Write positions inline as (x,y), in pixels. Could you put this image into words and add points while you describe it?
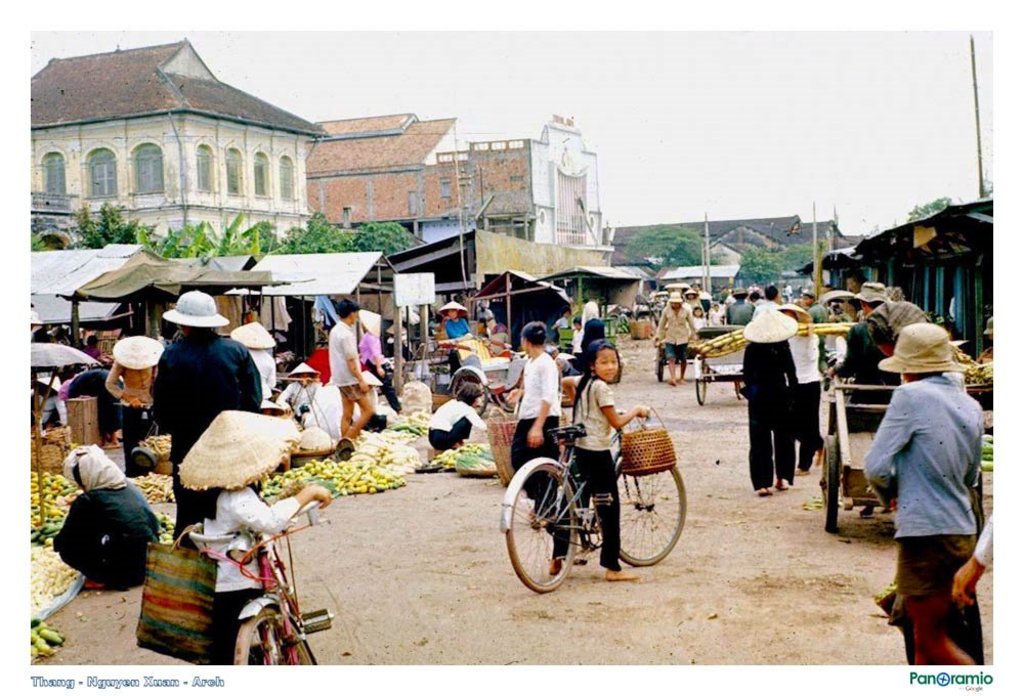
In this image i can see group of people (232,404) buying fruits (338,468) there are two child (596,491) holding the bi-cycle (557,498), at the background (269,171) i can see a building (281,184), a tree (234,234) and a sky (319,110).
